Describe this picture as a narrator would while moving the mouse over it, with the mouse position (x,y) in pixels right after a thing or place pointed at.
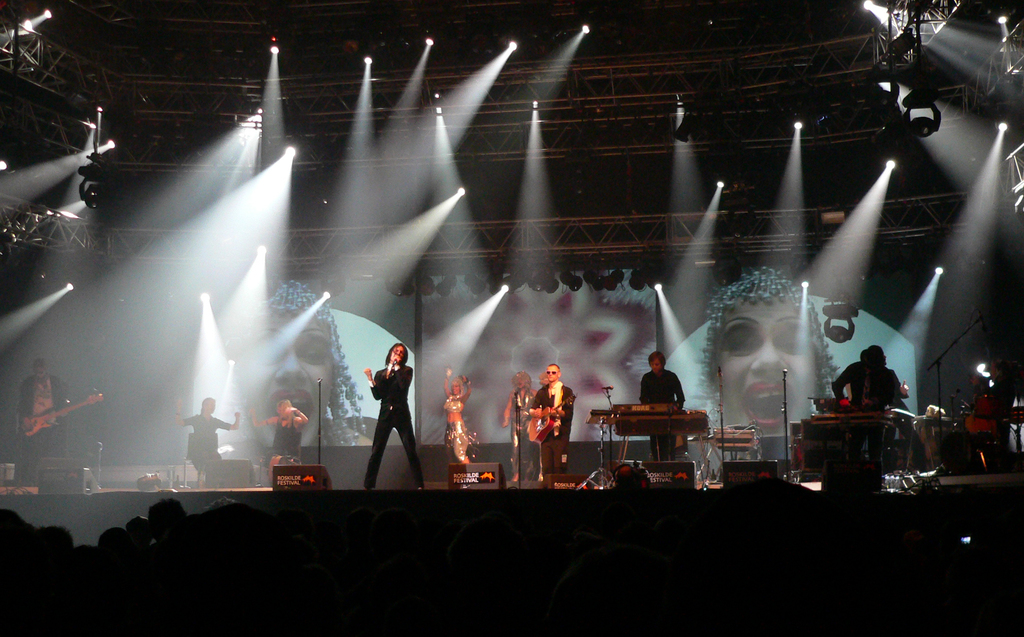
In this image we can see this man (47,405) is playing guitar (39,420), this man (669,392) is playing piano (636,407). This man (377,416) standing is singing through mic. In the background (369,398) we can see show lights (434,219) and set (319,146).
